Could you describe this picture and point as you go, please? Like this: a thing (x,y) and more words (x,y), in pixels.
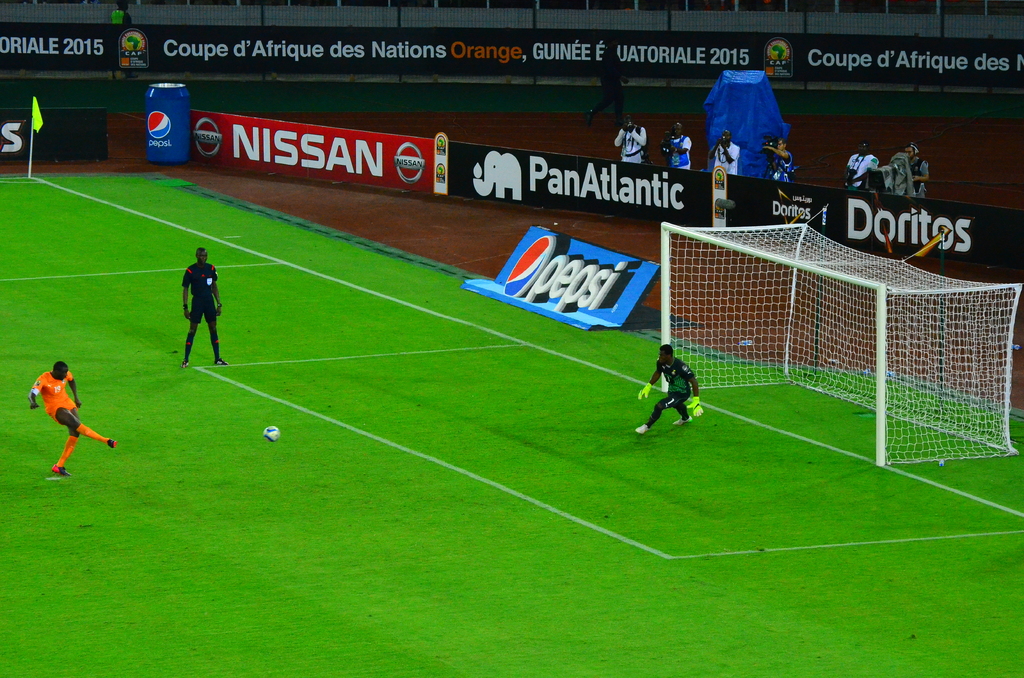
In this image, I can see three persons (202,316) playing the football game. On the right side of the image (888,398), I can see a football goal post (920,397) on the ground (872,438). There are hoardings (839,63), few people (673,131) standing and another person (612,49) walking. On the left side of the image (30,167), I can see a flag (40,116) hanging to a pole (30,167). At the top of the image (588,25), I can see a fence (638,16).
